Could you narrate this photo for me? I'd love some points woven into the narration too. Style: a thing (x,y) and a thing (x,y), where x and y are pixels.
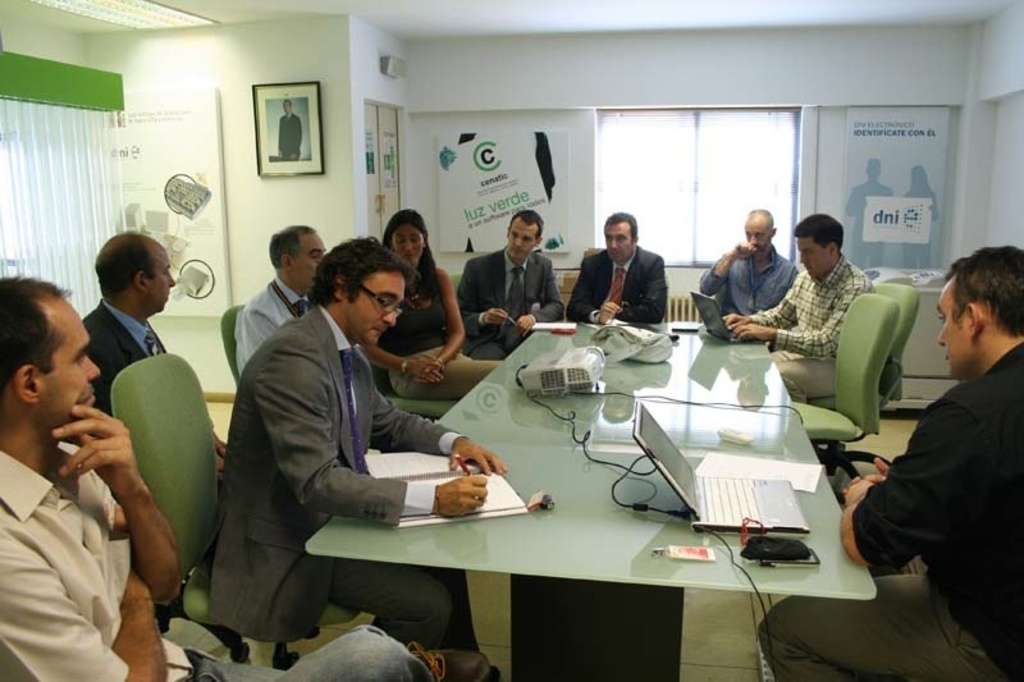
In this picture there are group of people (376,589) sitting around a table (821,579). On the table (650,404) there is a laptop (642,405), a book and a wire (655,510). In the background (270,122) there is a wall (811,145), window (679,161), frame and a photograph (277,132).
